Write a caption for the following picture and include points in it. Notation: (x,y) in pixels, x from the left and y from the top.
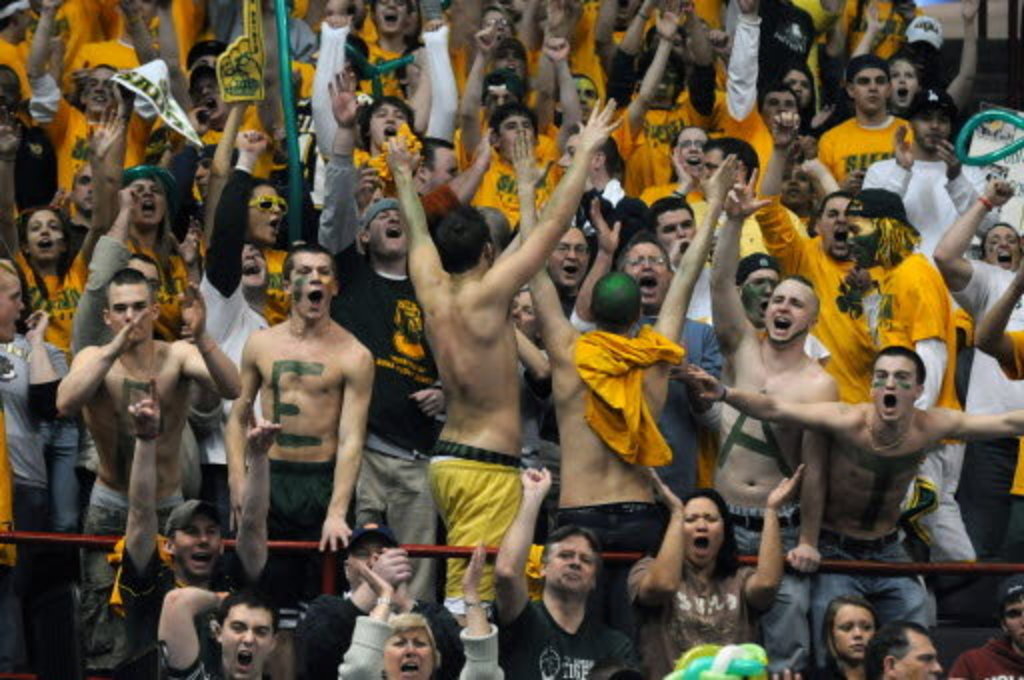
In this image I can see a crowd of people (107,501), standing and raising their hands (151,50) up. It seems to be they are shouting.
